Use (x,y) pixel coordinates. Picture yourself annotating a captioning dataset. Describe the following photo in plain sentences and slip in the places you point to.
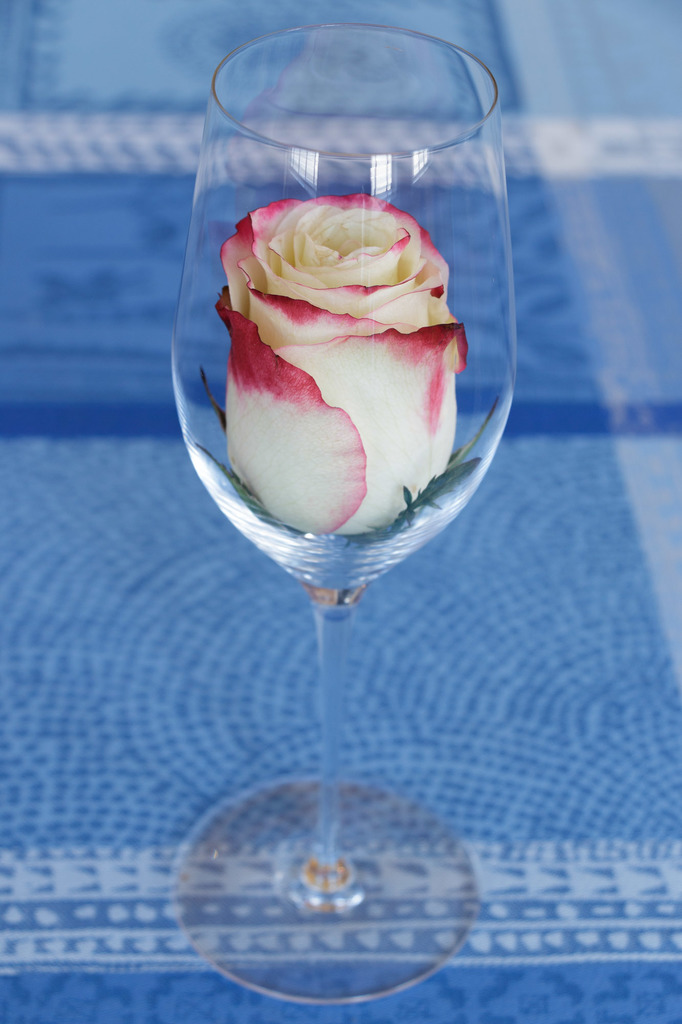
In the center of the picture (373,495) there is a glass (349,570), in the glass (305,1002) there is a rose flower (336,401). The glass (357,539) is placed on a blue color cloth (165,316).
